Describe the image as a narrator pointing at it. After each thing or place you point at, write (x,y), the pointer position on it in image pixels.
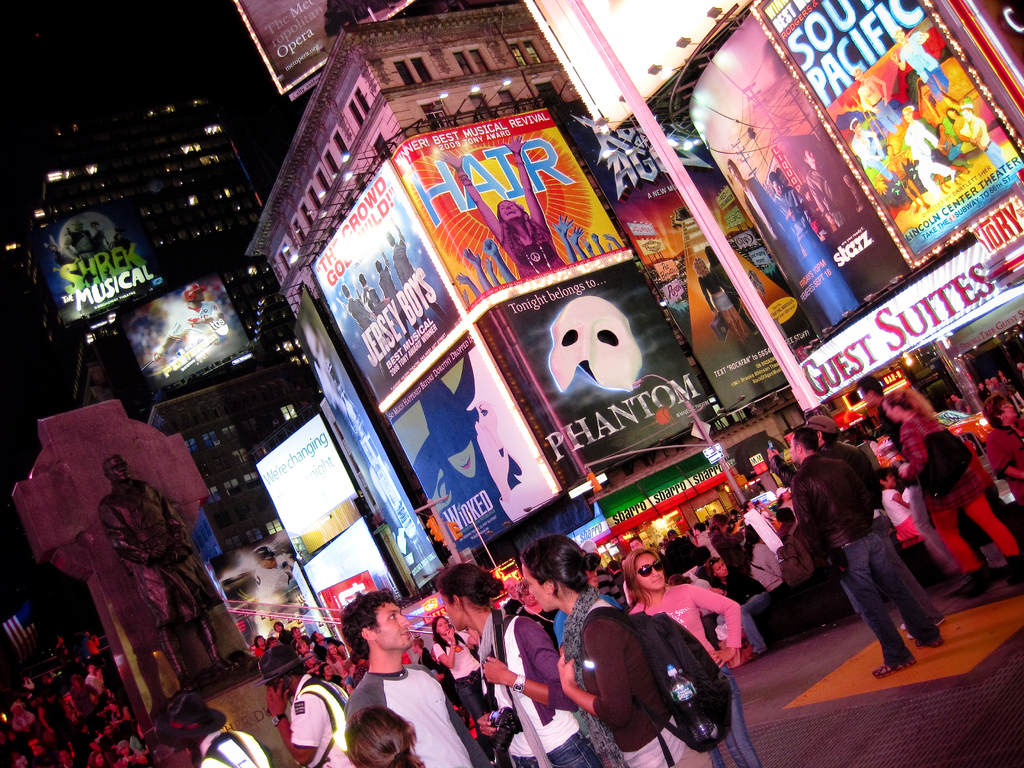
In this image there are so many people (742,559) standing on the road (813,682), in between them there is a statue (176,593) of a person (171,580). In the background (211,326) there are so many buildings (242,199).
